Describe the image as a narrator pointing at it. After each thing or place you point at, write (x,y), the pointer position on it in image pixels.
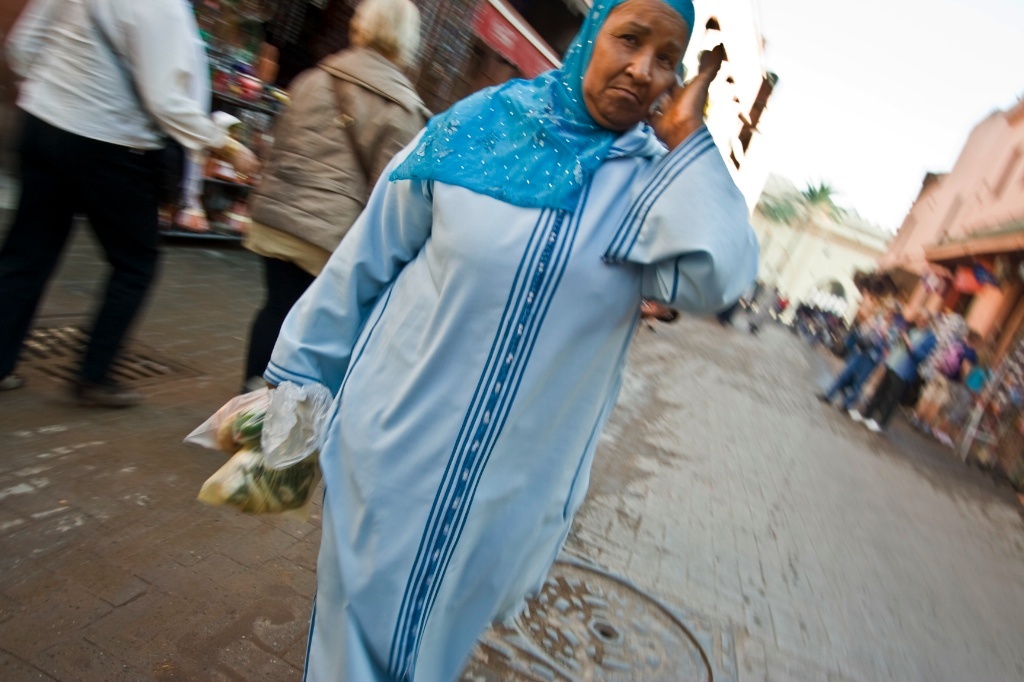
In this image, there are a few people (386,324), buildings (1016,217). We can see the ground (689,524). We can also see some green colored objects (827,186) and the sky (840,113).
